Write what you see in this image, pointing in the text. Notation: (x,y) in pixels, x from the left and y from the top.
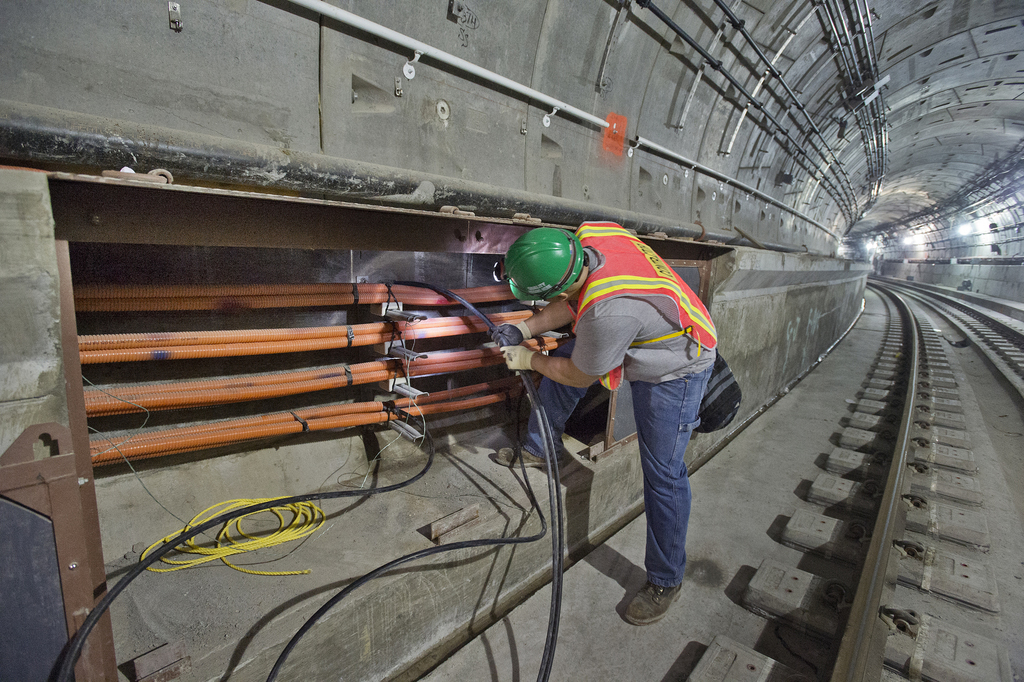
In this image I can see, in the middle (656,268) a man (672,282) is working in the tunnel (766,303), he is wearing t-shirt (664,350), trouser (674,450), shoes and helmet (554,272). On the right side (919,499) there is the railway track (937,501). In the middle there are lights (840,246).
